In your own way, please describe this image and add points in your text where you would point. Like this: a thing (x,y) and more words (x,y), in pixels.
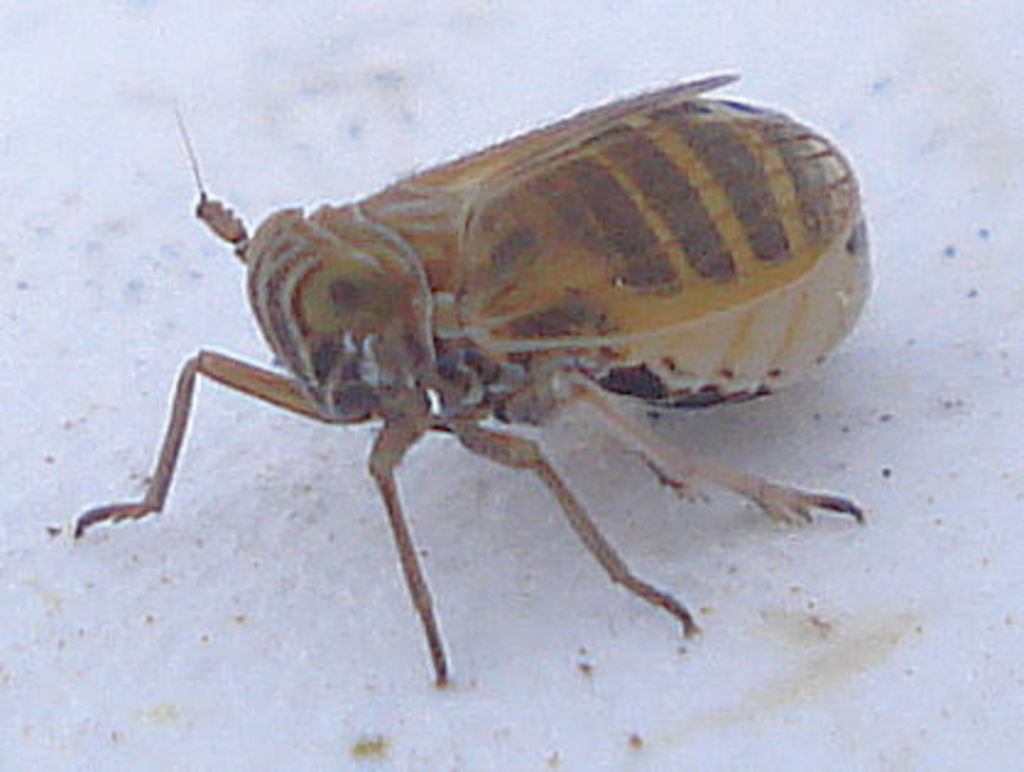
In this picture I can see the insect (446,372).
